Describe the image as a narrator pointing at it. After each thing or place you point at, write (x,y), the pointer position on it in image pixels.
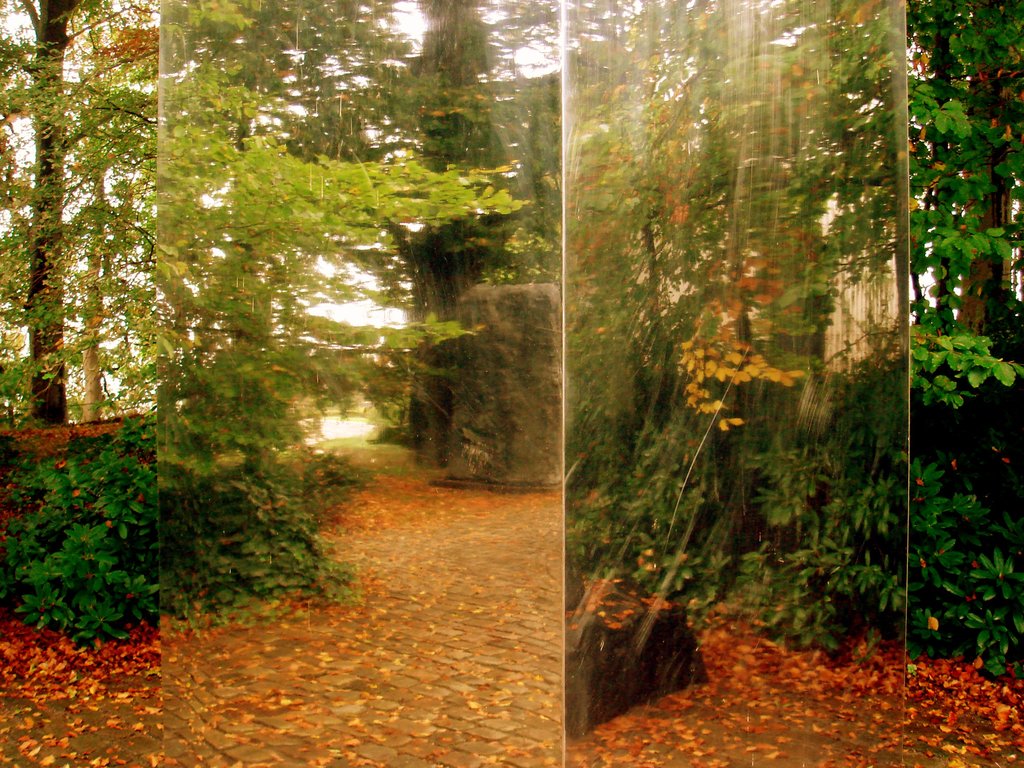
In this image we can two pictures in which we can see dry leaves (287,709) on the ground (543,637), here we can see the plants (878,487), trees (762,421) and the stones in the background (946,594). This part of the image is blurred.
